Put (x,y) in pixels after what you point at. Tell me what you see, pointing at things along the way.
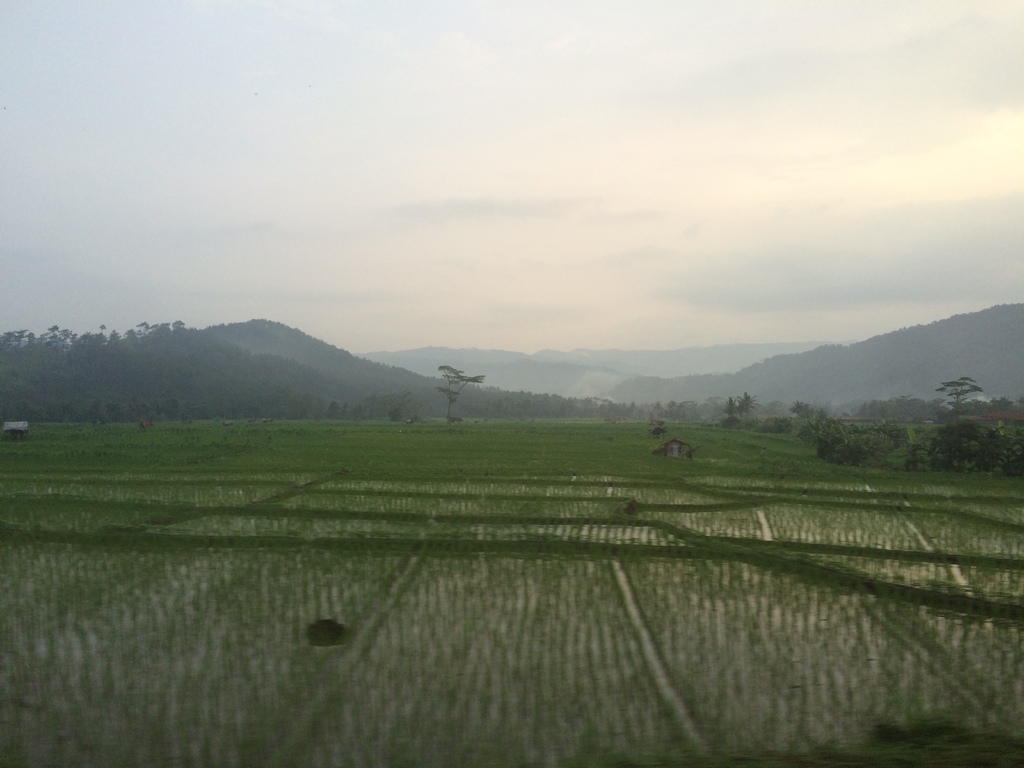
In this picture we can see fields (232,513), trees (114,387), mountains (967,350), shed (680,449) and in the background (385,245) we can see the sky (550,266) with clouds (537,150).
